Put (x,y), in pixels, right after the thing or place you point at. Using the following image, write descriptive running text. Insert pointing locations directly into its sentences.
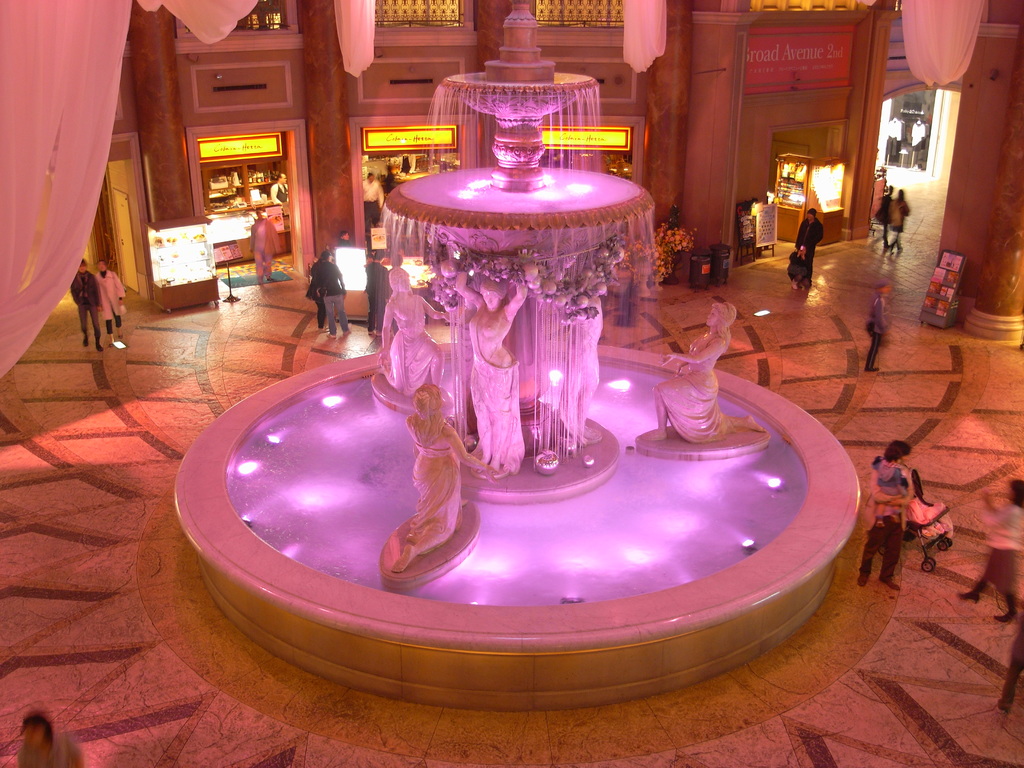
In the middle of the image (519,264) we can see a water fountain (512,84). Surrounding the fountain (234,449) few people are standing and walking. At the top of the image (253,151) there is wall (748,27) and there are some stores (384,152). In the top left corner of the image (19,52) we can see some clothes (19,268).
